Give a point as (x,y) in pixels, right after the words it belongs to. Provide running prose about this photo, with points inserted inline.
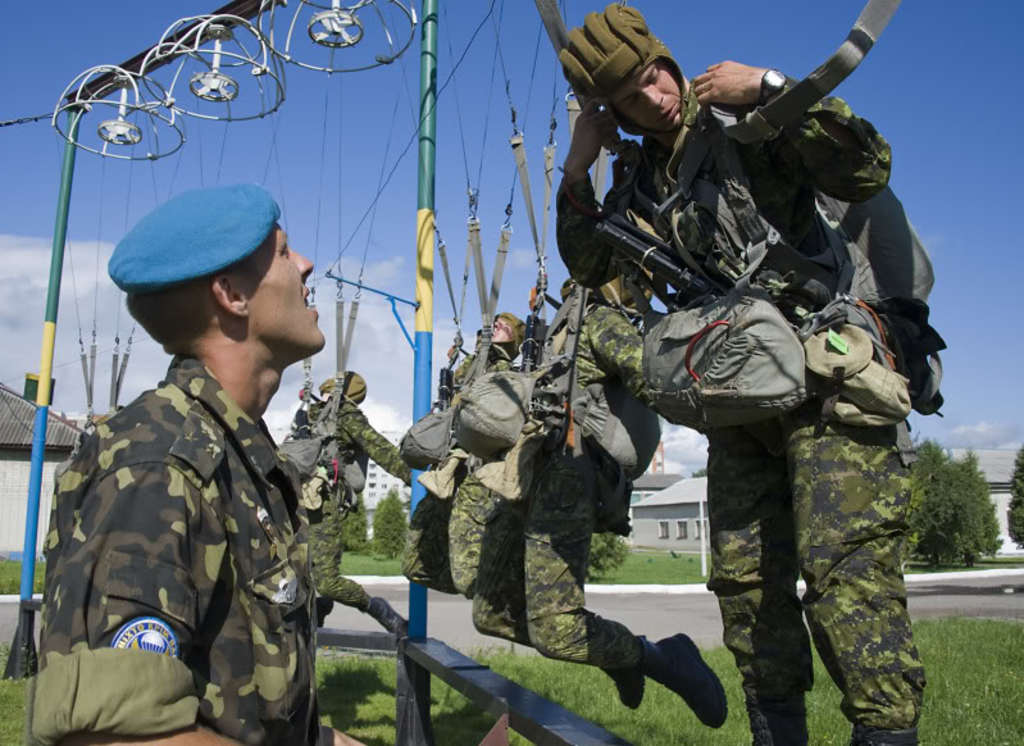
In this picture there is a military soldiers (677,271) in the ground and hanging on the swing rope (602,182). In the front (280,713) we can see the soldier (268,434), standing and talking to him. Behind there are some swing rope (397,160), shed house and trees (955,482).
